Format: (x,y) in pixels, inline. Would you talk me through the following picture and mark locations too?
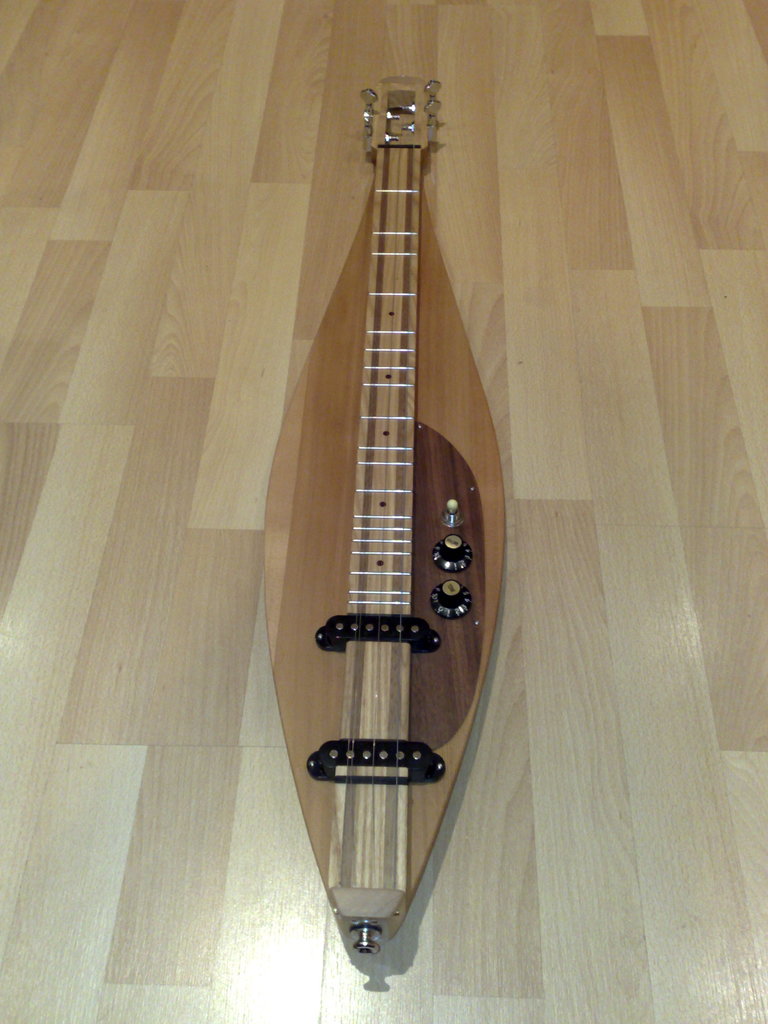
In this image there is a musical instrument (404,409) placed on floor (238,261). A musical instrument (318,723) is also having some strings (350,730) to play music with it.
